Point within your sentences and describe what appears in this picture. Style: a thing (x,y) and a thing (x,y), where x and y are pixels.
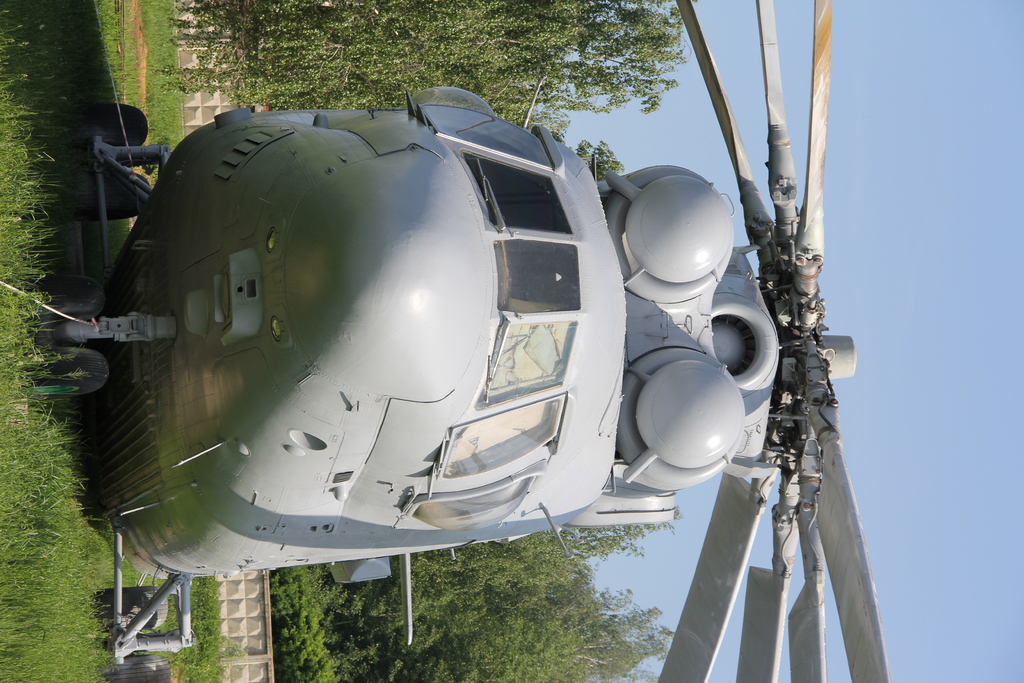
There is a aircraft (288,348) on the grass (212,649). In the back of the aircraft (116,560) there is a wall (229,645), trees (456,602) and sky (847,455).
